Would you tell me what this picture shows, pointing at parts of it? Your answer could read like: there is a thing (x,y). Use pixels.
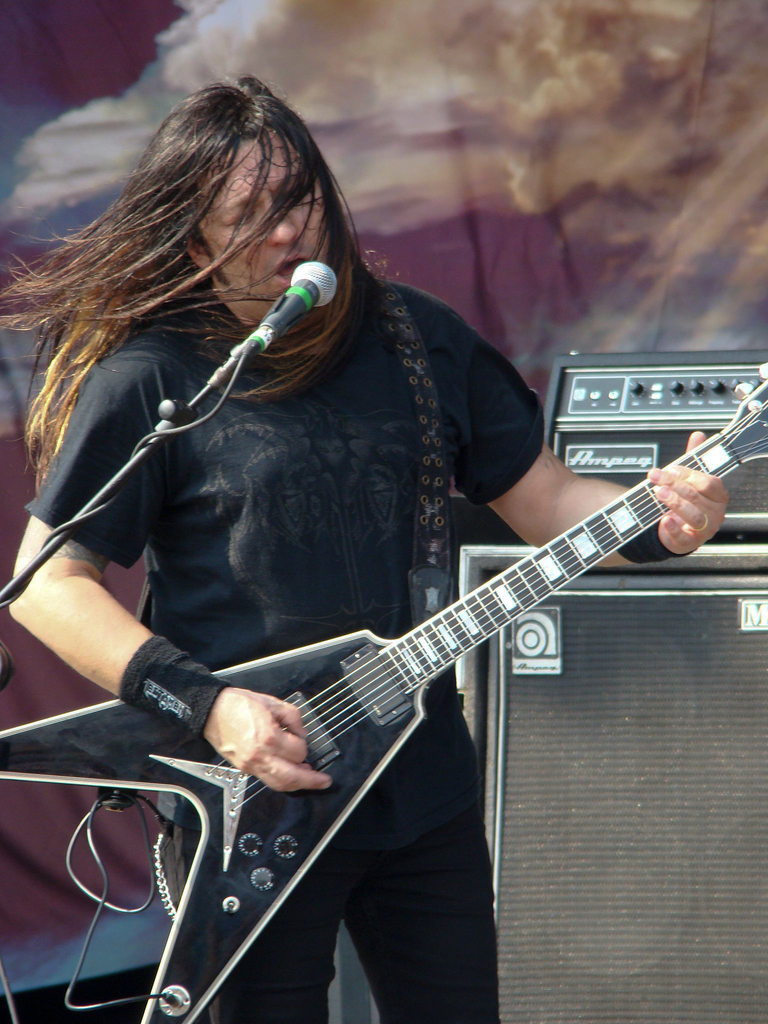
In this image we can see a person (229,246) standing and playing a guitar (137,732), in front of him there is a microphone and behind him there are objects (713,1013) which looks like a speaker (767,1009).
